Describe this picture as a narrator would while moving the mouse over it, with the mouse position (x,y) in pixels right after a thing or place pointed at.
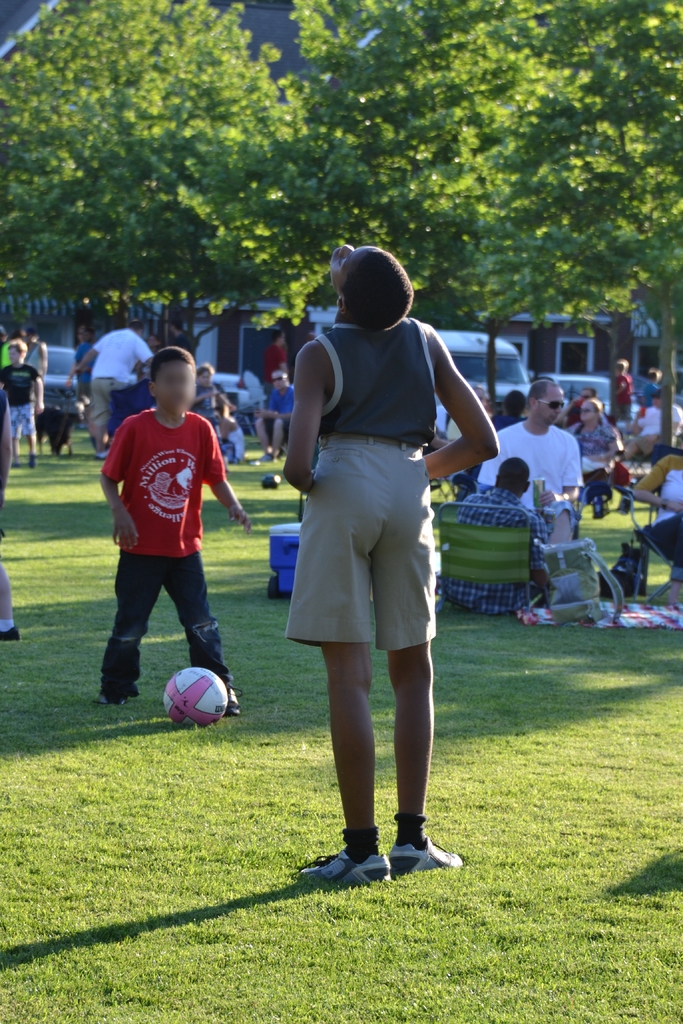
In this image we can see a group of people (394,524) on the ground (45,550), some people (201,497) are standing and some are sitting on chairs (643,547). In the foreground of the image (266,998) we can see a ball (208,709), a container (279,574) and bag (582,593) placed on the grass field (310,896). In the background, we can see some vehicles (599,383) parked on the ground (664,792), we can also see buildings (622,333) with windows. At the top of the image (529,235) we can see some trees (275,201).
